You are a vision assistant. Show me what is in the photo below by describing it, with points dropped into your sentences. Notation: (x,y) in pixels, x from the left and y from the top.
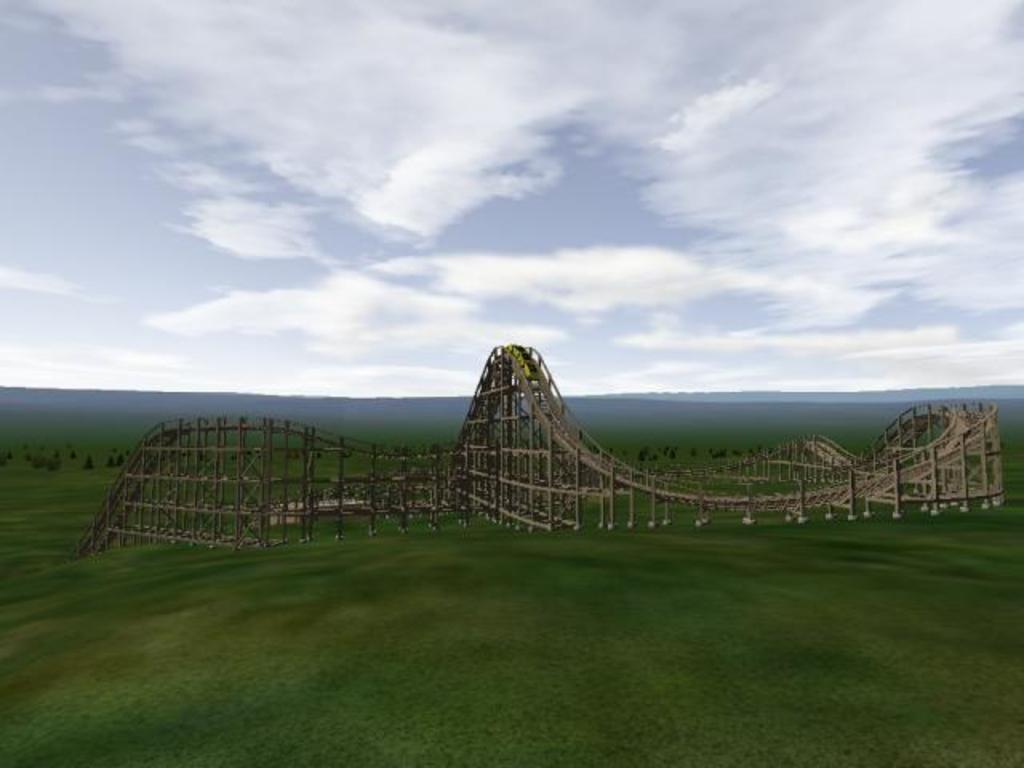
In this image we can see an animated picture of a roller coaster ramp (508,435). In the background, we can see the cloudy sky (678,266).
